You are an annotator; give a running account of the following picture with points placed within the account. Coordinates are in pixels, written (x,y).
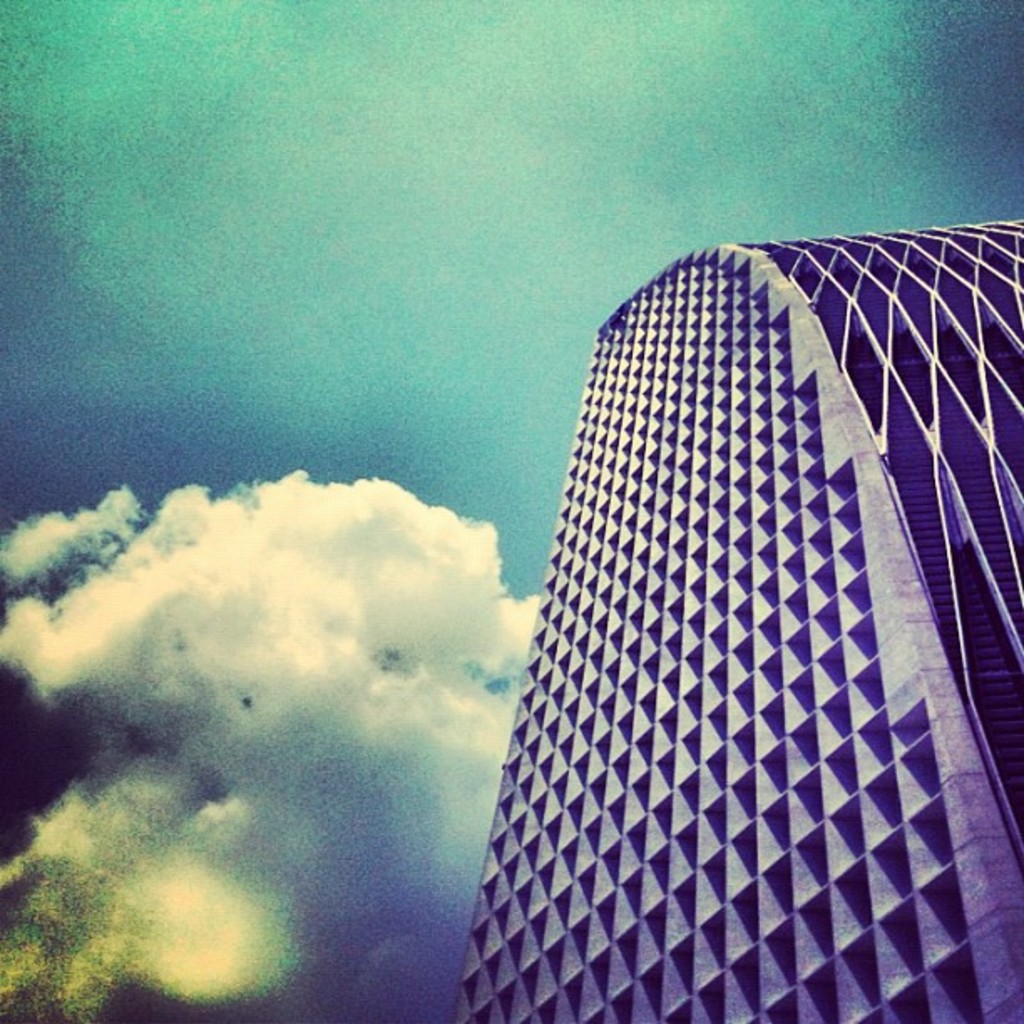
In the foreground of this image (773,789), there is a skyscraper (773,789) on the right (770,778). On the top (424,229), there is the sky (365,354) and the cloud (312,748).
